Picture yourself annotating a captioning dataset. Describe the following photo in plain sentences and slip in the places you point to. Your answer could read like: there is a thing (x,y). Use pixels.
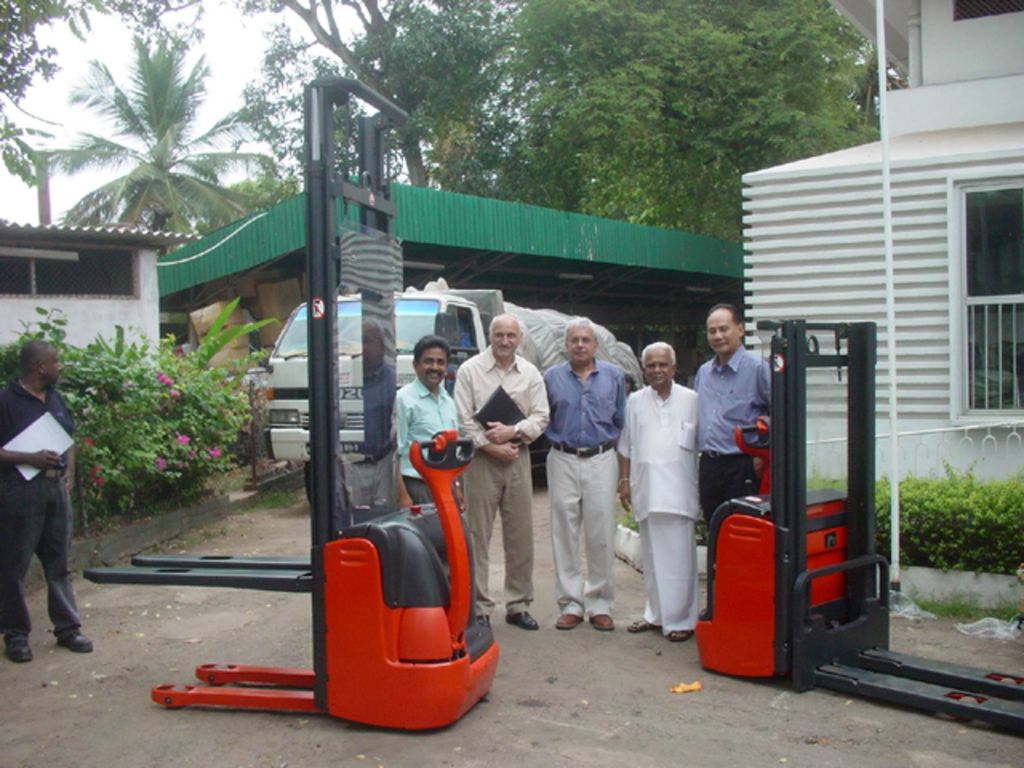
In this picture there is an old man (504,449) who is wearing shirt (531,408), trouser (502,490) and shoe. He is holding a black file (505,413). Beside him there is another man (601,372) who is the wearing blue shirt (582,435), trouser (587,551) and shoe (579,615). Next to him I can see old man (636,448) who is wearing white dress (668,511). Next to him there is a man (751,478) who is standing near to the lifting machine (823,568). Beside the lifting machine (404,523) I can see another man (402,479) who is wearing a shirt (407,469) and trouser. On the left (44,550) there is a man (6,613) who is wearing black dress (20,573), shoe (20,643) and holding the papers (57,433). Behind him I can see some flowers (96,470) on the plants (106,424). In the back (354,411) there is a truck (348,389) which is parked near to the shed (437,255). On the right (936,68) there is a building (834,335). In the background (587,154) I can see many trees (717,134). In the top left (213,68) there is a sky (215,77).
